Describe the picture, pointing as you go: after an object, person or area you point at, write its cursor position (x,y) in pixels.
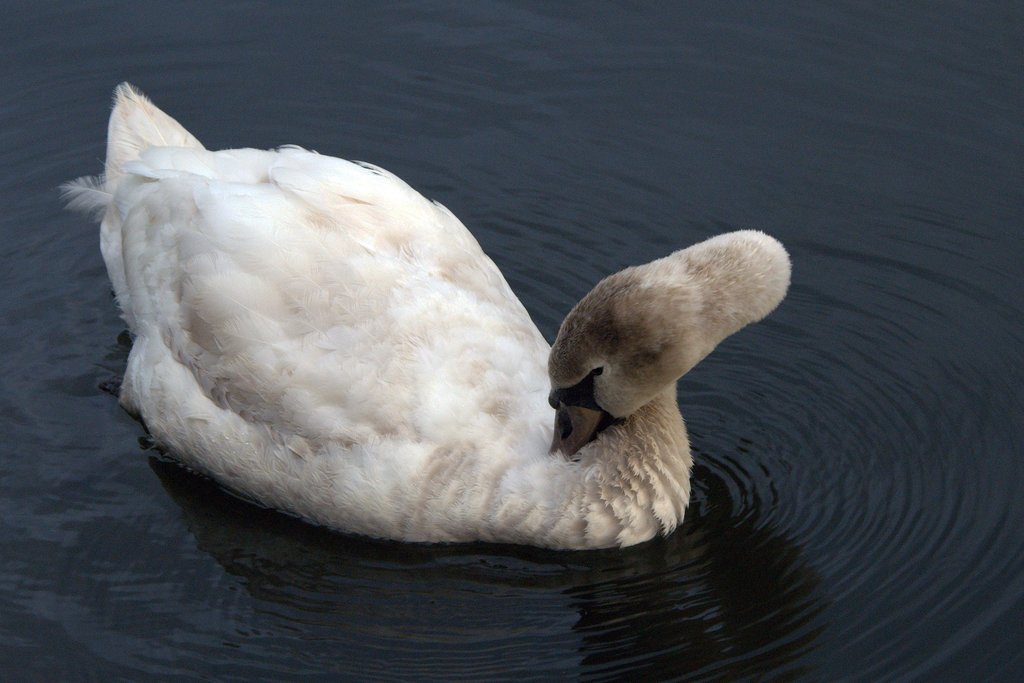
In this image we can see a swan (486,415) in the water (806,374).
